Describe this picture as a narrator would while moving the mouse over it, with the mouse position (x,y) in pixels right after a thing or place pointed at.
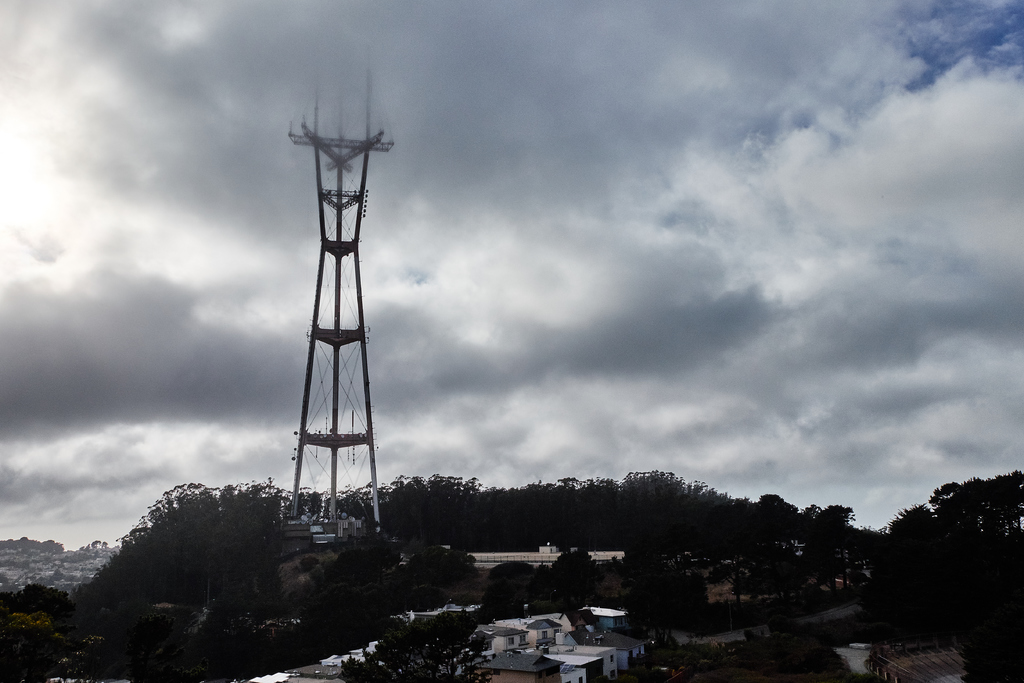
We can see houses (572,672), trees (1002,627) and tower (319,297). In the background (662,258) we can see sky (782,296) with clouds (779,358).
